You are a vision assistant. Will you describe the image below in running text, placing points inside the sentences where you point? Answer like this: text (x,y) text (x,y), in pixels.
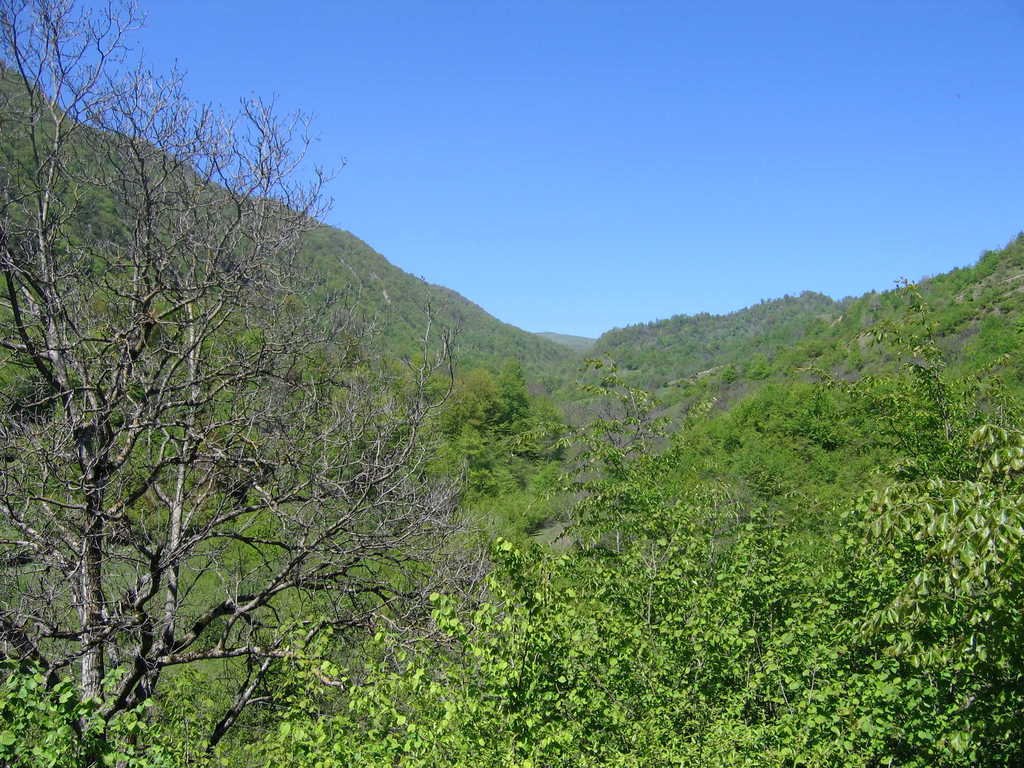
In this image I see the trees (495,425) and I see the hills (563,346) over here. In the background (484,141) I see the blue sky (349,102).
